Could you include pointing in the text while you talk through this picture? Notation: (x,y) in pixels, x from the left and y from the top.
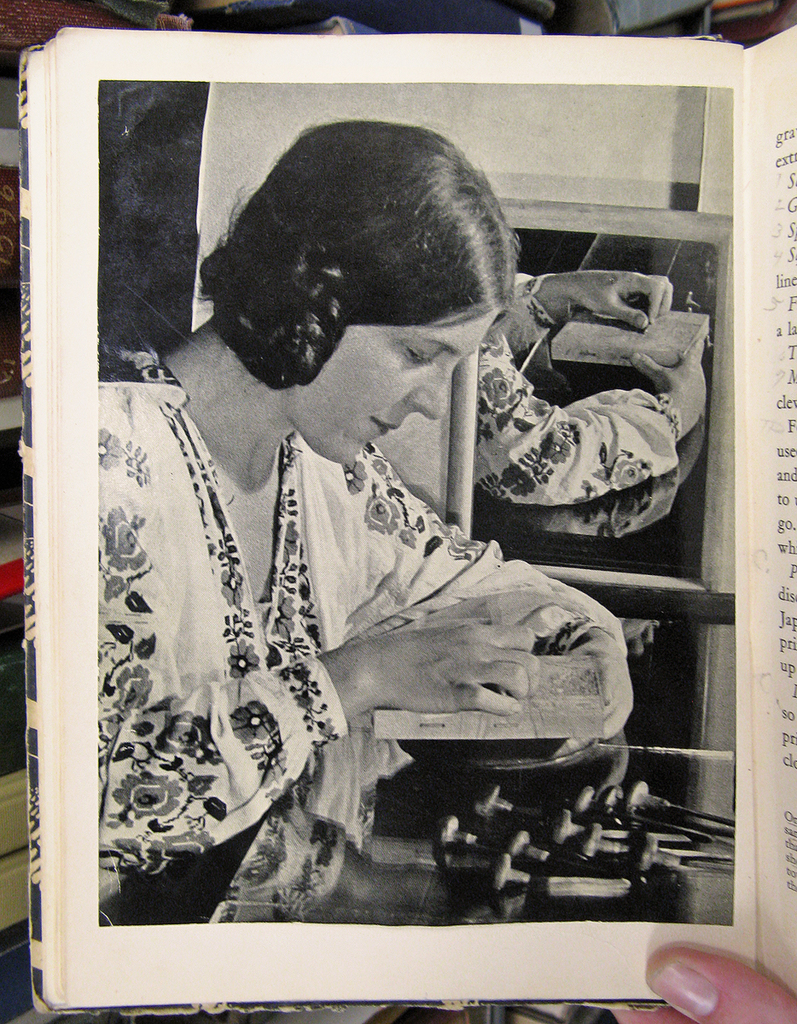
In this image we can see a person (710,1009) is holding a book (104,44). In book (495,505) one picture (455,434) is there of one lady (280,601). Behind a mirror (543,411) is there.
